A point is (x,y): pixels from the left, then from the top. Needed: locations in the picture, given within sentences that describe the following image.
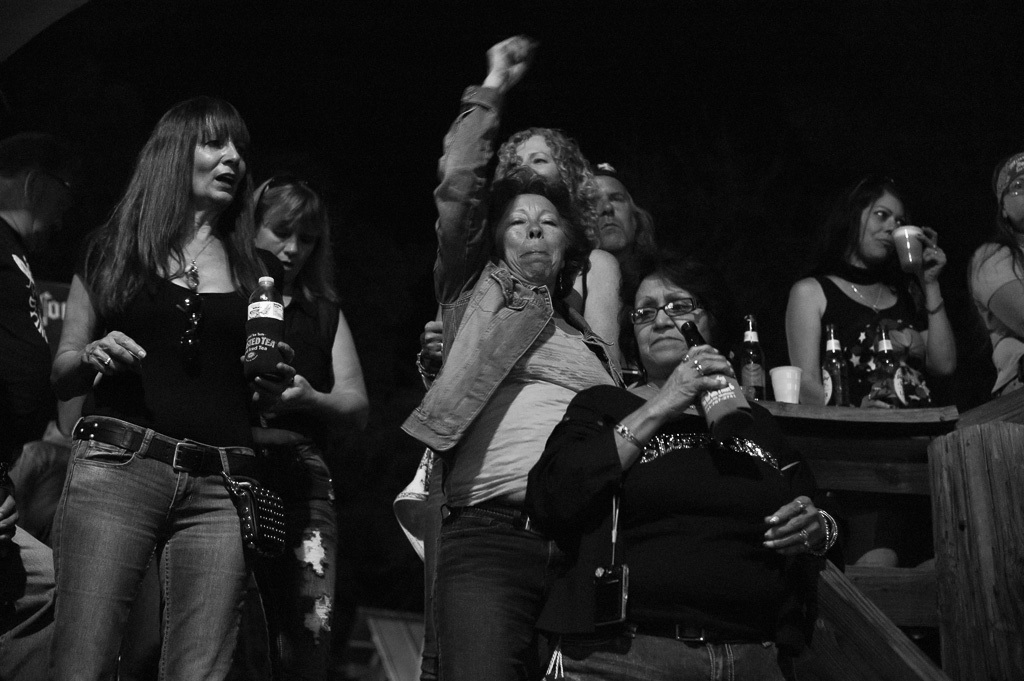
In the image we can see there are women (509,413) standing and they are holding juice bottles (274,334) and wine bottles (716,405) in their hand (713,381). Behind there is a woman (874,343) standing and she is holding a juice glass (907,265) in her hand (930,250). The image is in black and white colour.
